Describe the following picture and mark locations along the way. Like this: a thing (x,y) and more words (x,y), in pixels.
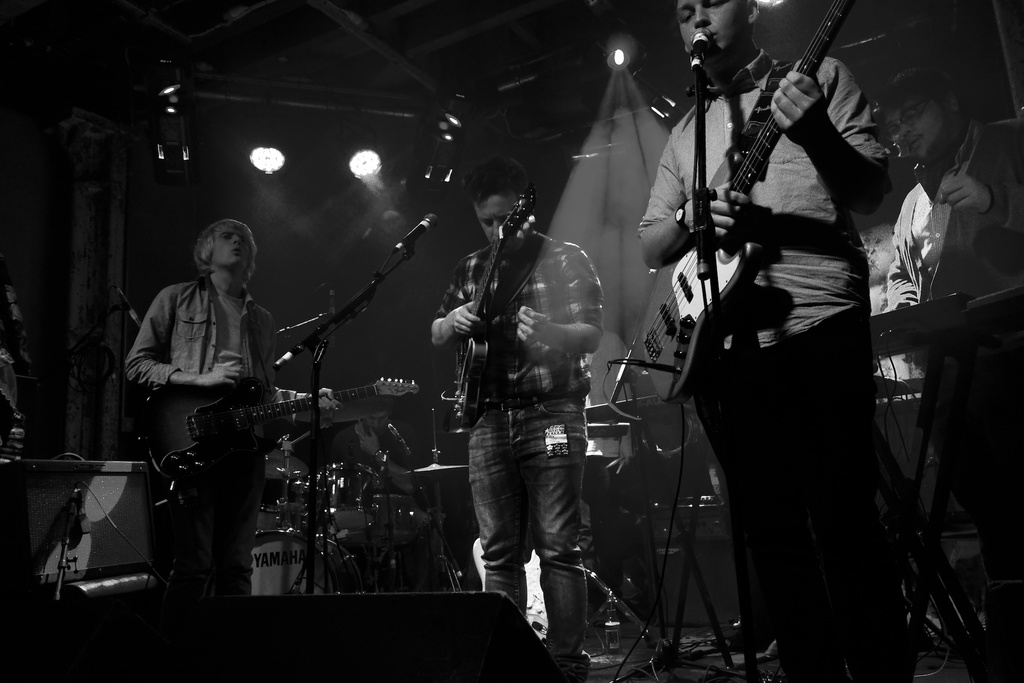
In this picture we can see four men (831,269) standing and three are playing guitars (481,313) holding in their hands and one is playing drums (355,467) and other is playing piano (895,311) and in front of them we have mic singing on it and in background (360,171) we can see light (359,157), wall (287,121) and it is dark.
